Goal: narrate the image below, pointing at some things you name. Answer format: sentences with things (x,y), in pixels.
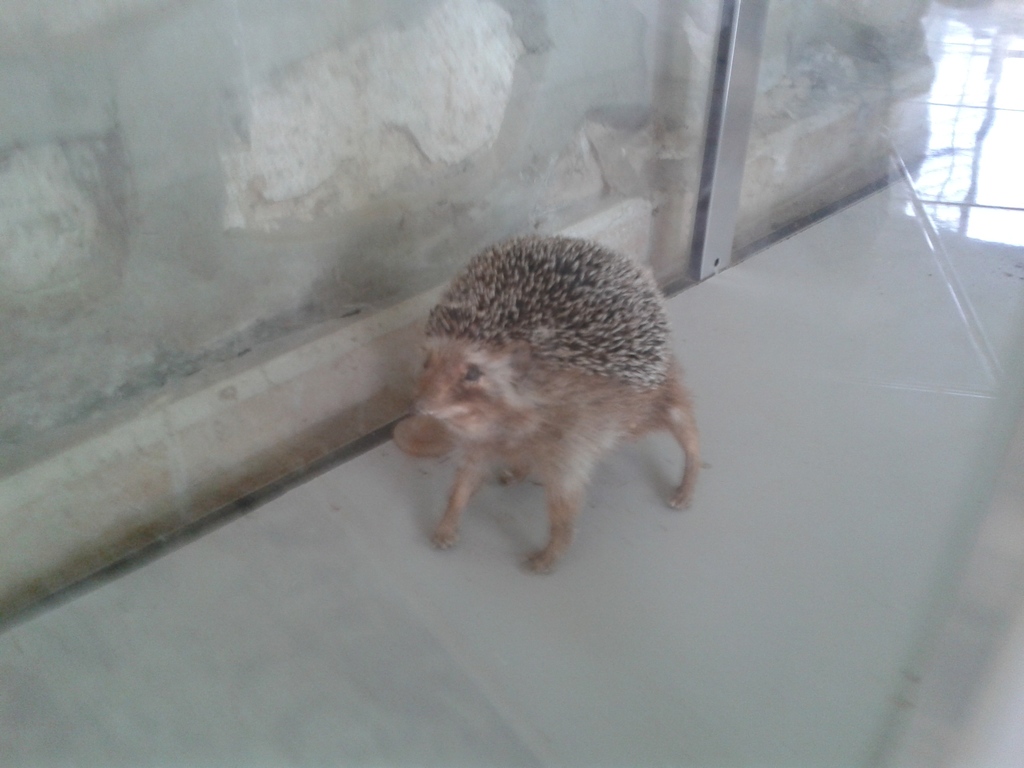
In this image I can see an animal (496,377) which is in brown color. It is on the white color surface (645,517). To the side I can see the wall (362,159).
